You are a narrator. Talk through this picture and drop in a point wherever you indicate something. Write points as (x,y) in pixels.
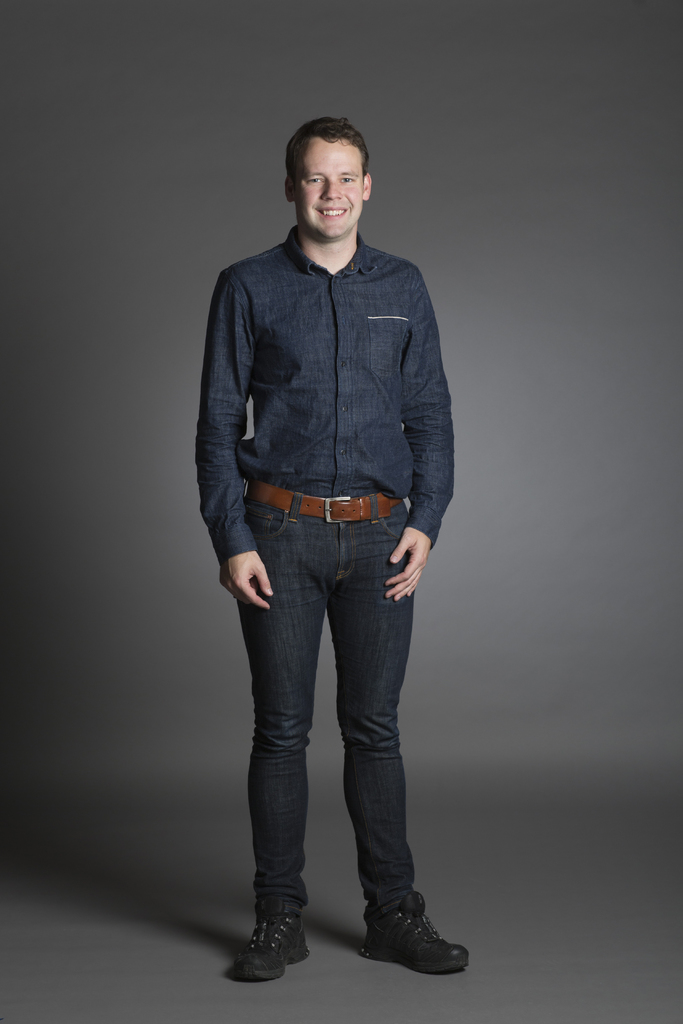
In this image we can see a man (319,407) is standing and smiling. He is wearing shirt (318,401), brown belt (268,504), black jeans (271,812) and black shoes (405,914). The background (214,905) is grey in color.
